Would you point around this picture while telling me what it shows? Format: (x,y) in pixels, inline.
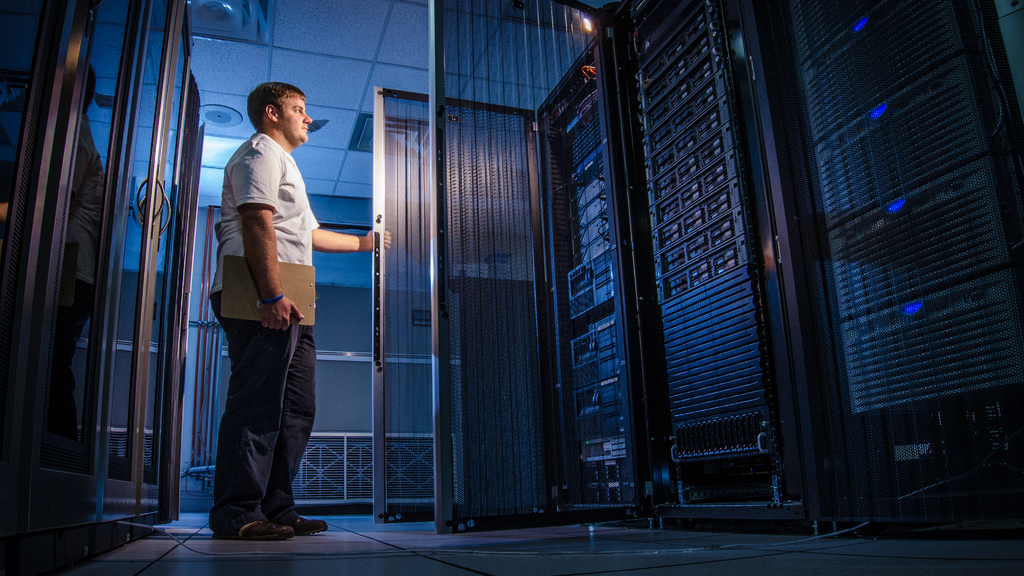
In this image, we can see a person (270,185) standing on the floor (391,544) and holding an object (248,312) and door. On the right side of the image (789,114), we can see servers (876,65) and glass door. On the left side of the image (52,403), we can see handles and glass objects (122,370) with reflections (74,381). In the background (345,382), we can see the wall (344,398), pipes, ceiling (342,86) and few objects (369,123).
